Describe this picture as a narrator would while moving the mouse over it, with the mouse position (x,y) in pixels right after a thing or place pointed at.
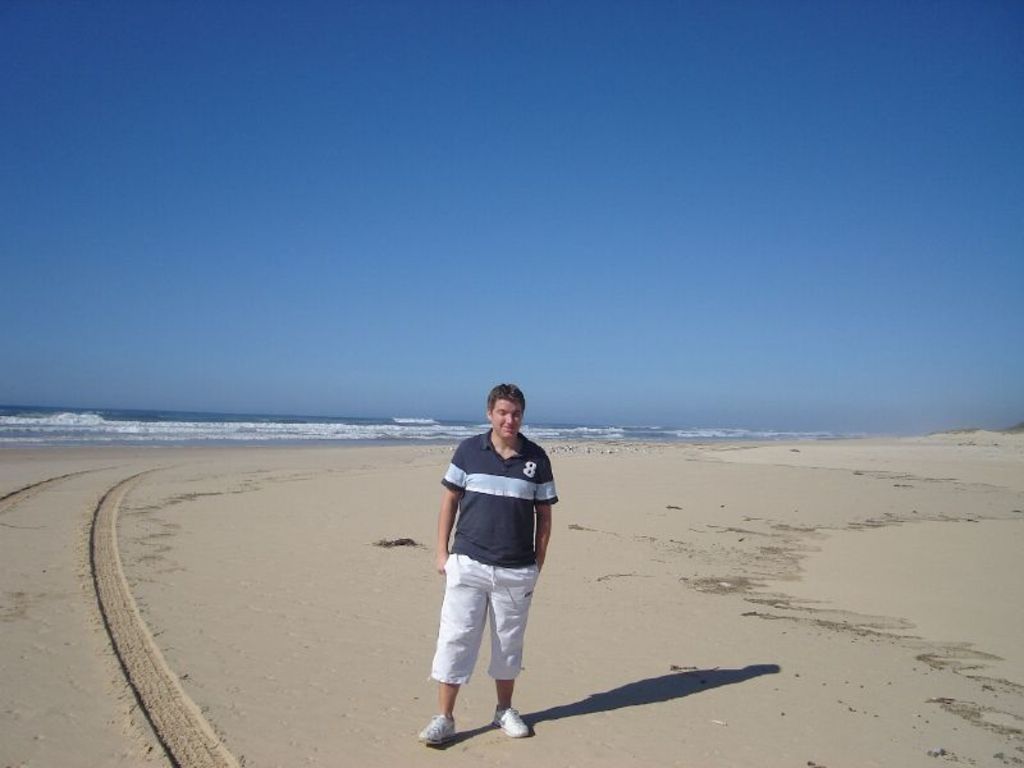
In the center of the image (508,417) we can see a man (512,650) is standing and wearing T-shirt (487,526), pant (478,641), shoes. In the background of the image (613,481) we can see the water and soil (666,696). At the top of the image (661,254) we can see the sky (546,226).
